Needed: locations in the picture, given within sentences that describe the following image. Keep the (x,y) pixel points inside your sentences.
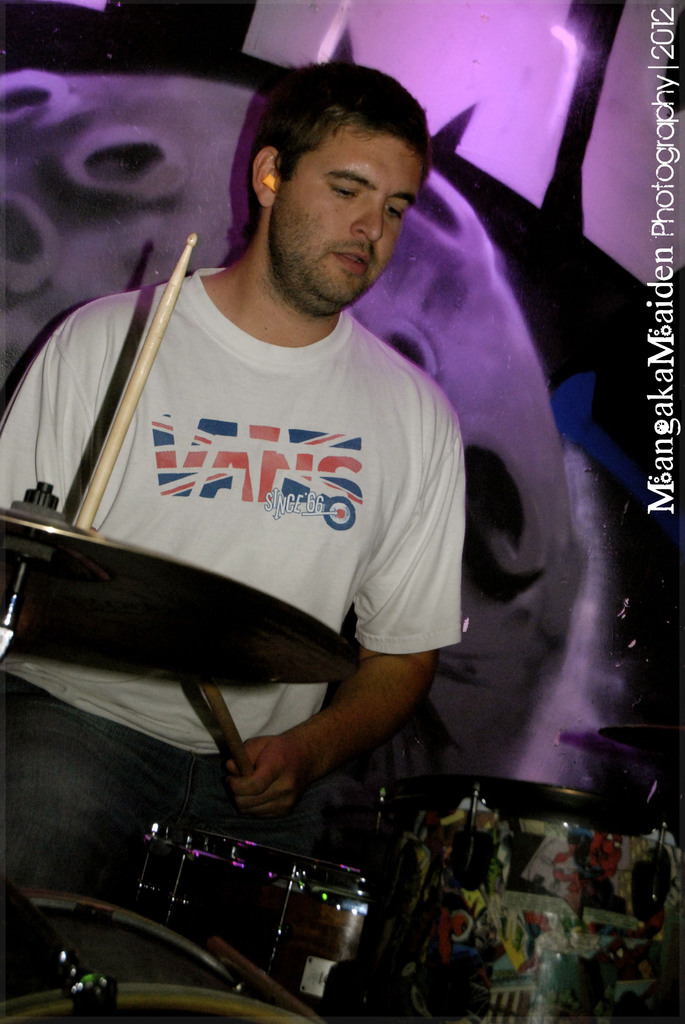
This is the picture of a man (296,827) who is playing drums (215,851). He is wearing white t-shirt (324,570) and pant (77,737). he is holding drumsticks (161,330). The background (441,282) is purple in color.
